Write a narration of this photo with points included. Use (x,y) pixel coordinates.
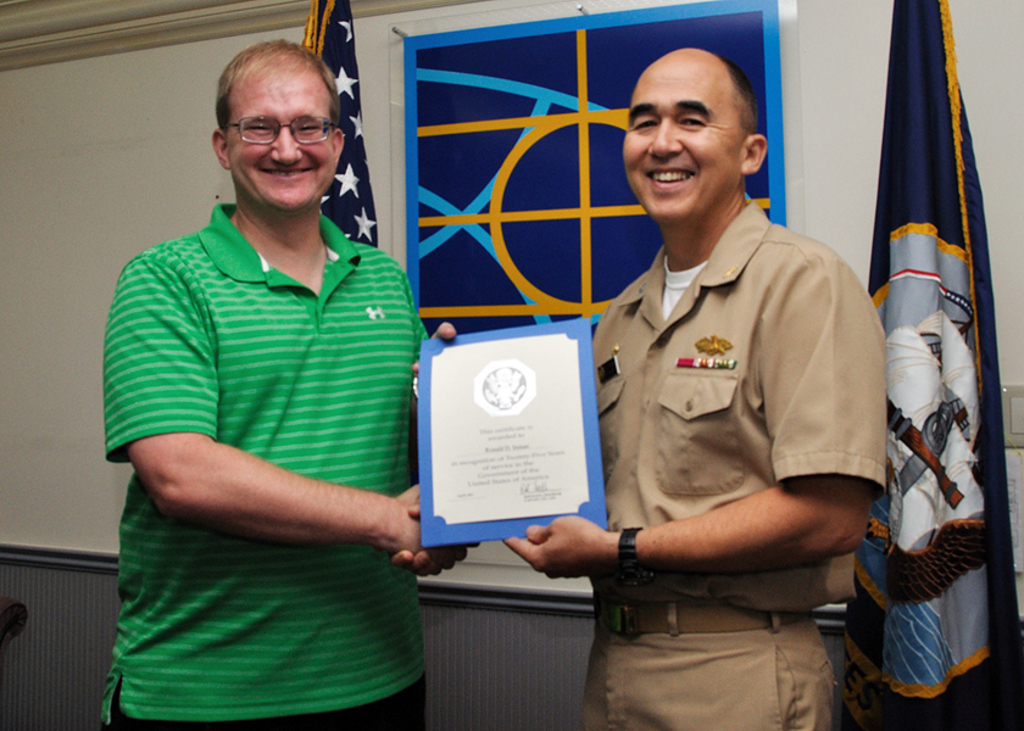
This picture is clicked inside. In the center (401,415) we can see the two persons (652,318) smiling, holding an object (482,415), standing and shaking their hands (405,523). In the background (450,96) there is a banner (418,84) hanging on the wall (268,15) and we can see the flags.
